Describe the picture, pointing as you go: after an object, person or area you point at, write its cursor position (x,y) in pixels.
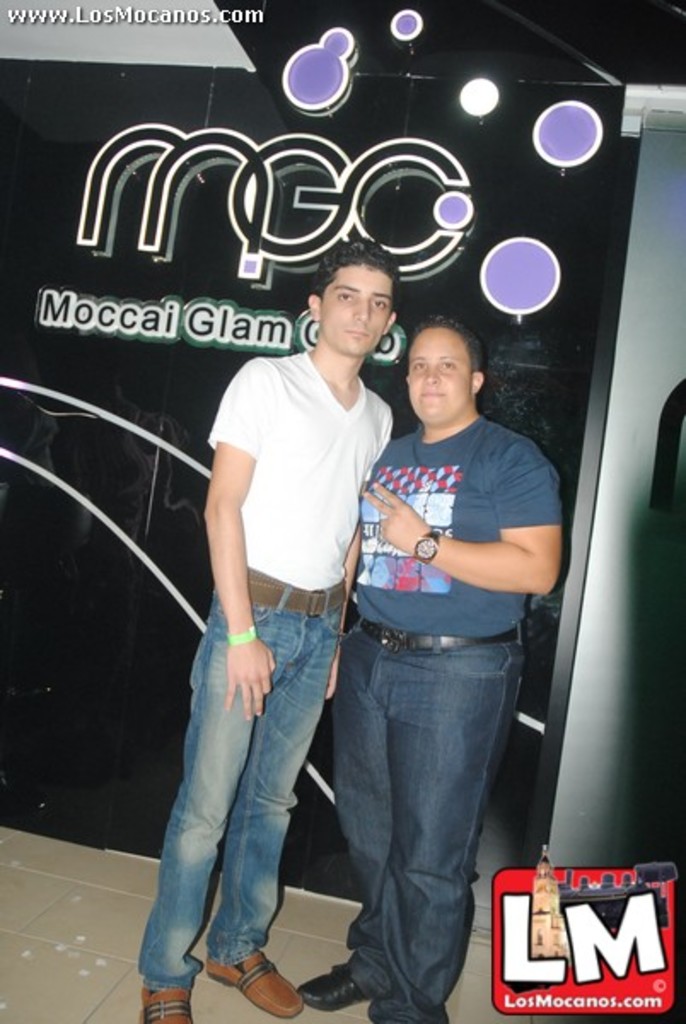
In this image, there are two persons (385,634) standing. In the background (178,203), I can see boards (360,165) attached to the wall (469,270). In the top left corner (12,17) and in the bottom right corner of the image (581,978), there are watermarks (632,1005).
